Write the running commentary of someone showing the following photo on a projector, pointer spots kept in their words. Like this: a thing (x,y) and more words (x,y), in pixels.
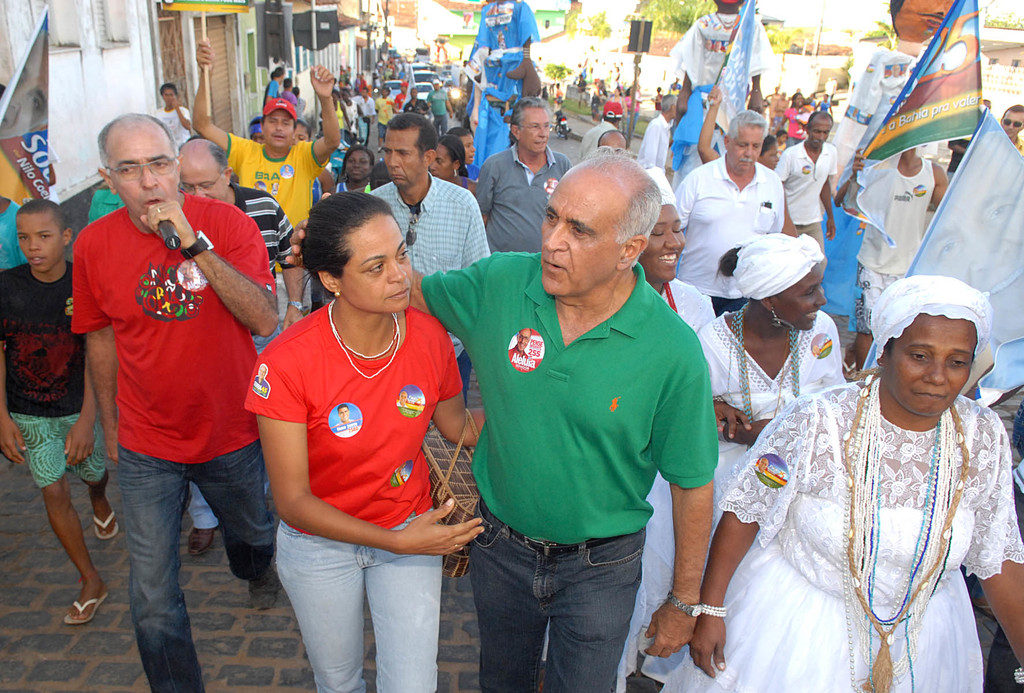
In this picture we can see flags (47,162), mic (169,225), bag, shutter (226,119), windows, poles (368,30), trees (646,14), motorbike (558,131), buildings (1022,71), vehicles (426,95) and a group of people (289,270) walking on the road (82,660) and in the background (386,29) we can see some objects (687,49).
